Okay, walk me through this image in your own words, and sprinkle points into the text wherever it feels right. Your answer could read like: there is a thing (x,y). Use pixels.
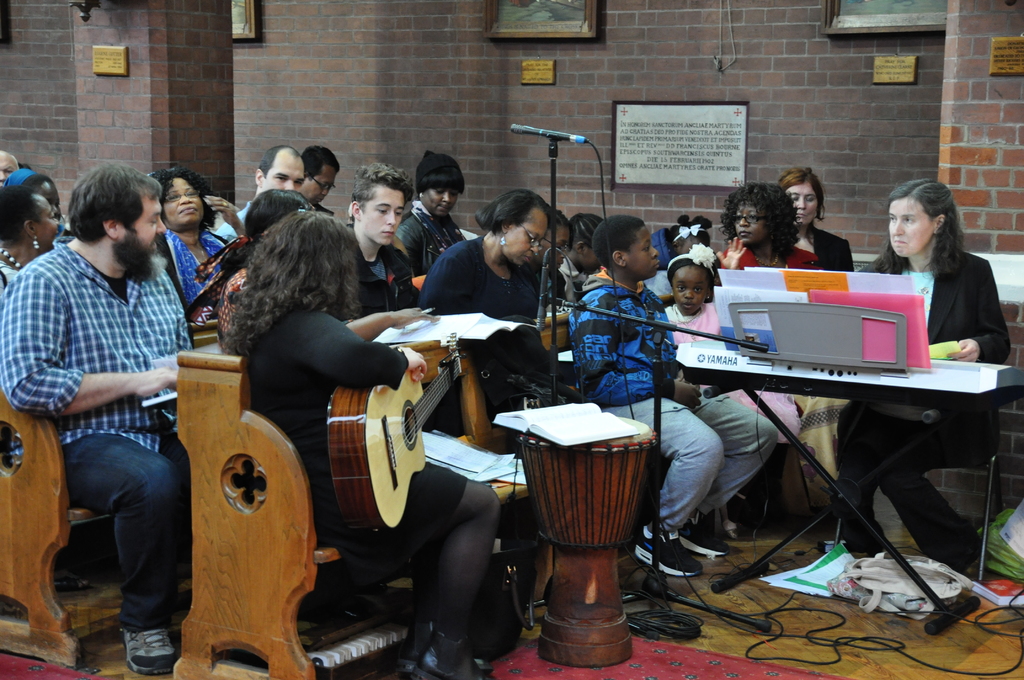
In this image, there are some persons (615,308) wearing clothes (59,302) and sitting in benches (217,560). This person (355,543) is holding a guitar (402,412). There is a mic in front of these persons (430,221). There is piano (953,372) in front of this person (893,267).
